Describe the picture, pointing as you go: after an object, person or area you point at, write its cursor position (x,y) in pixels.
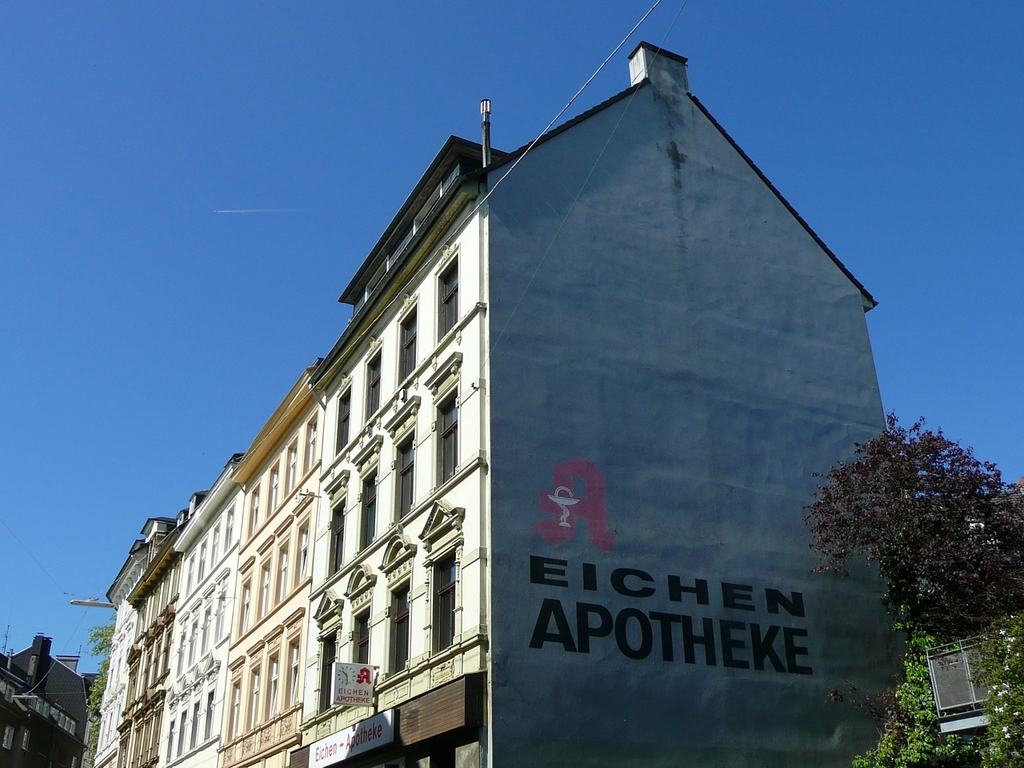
In this picture we can see a building (318,722) with many windows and some text (646,632) on the side wall (592,484). The place is surrounded by trees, flowers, poles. The sky (256,281) is blue.
